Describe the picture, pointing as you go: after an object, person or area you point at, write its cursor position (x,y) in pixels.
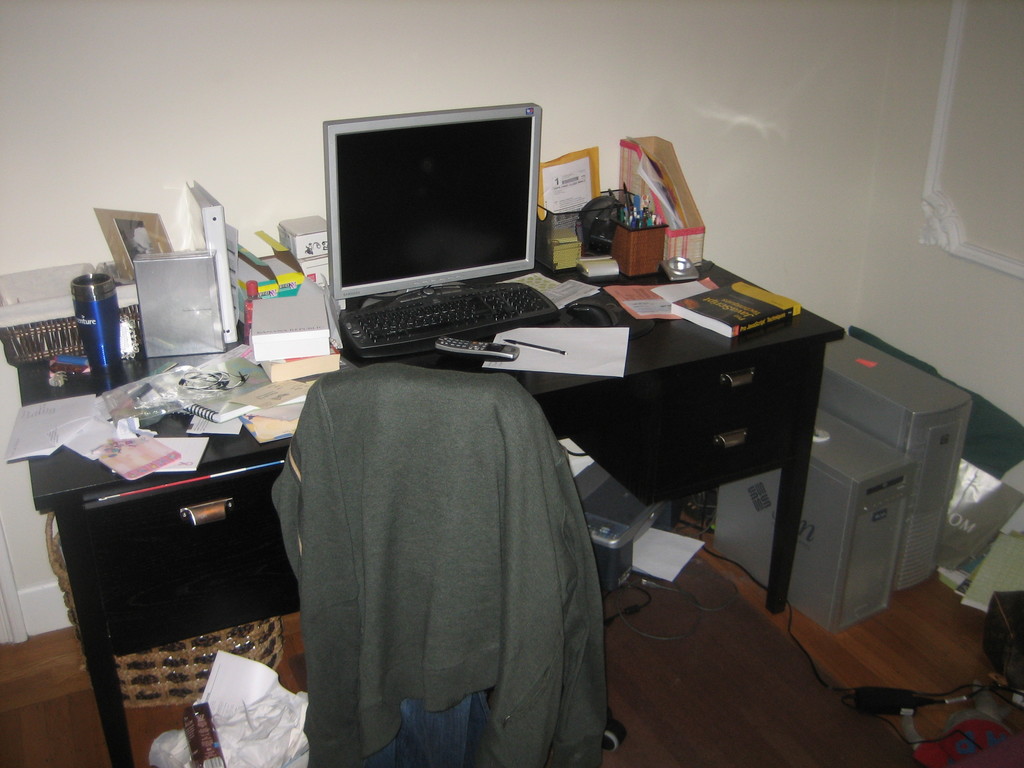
In this picture i can see monitor (449,170), one table (100,639) and this is the CPU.
